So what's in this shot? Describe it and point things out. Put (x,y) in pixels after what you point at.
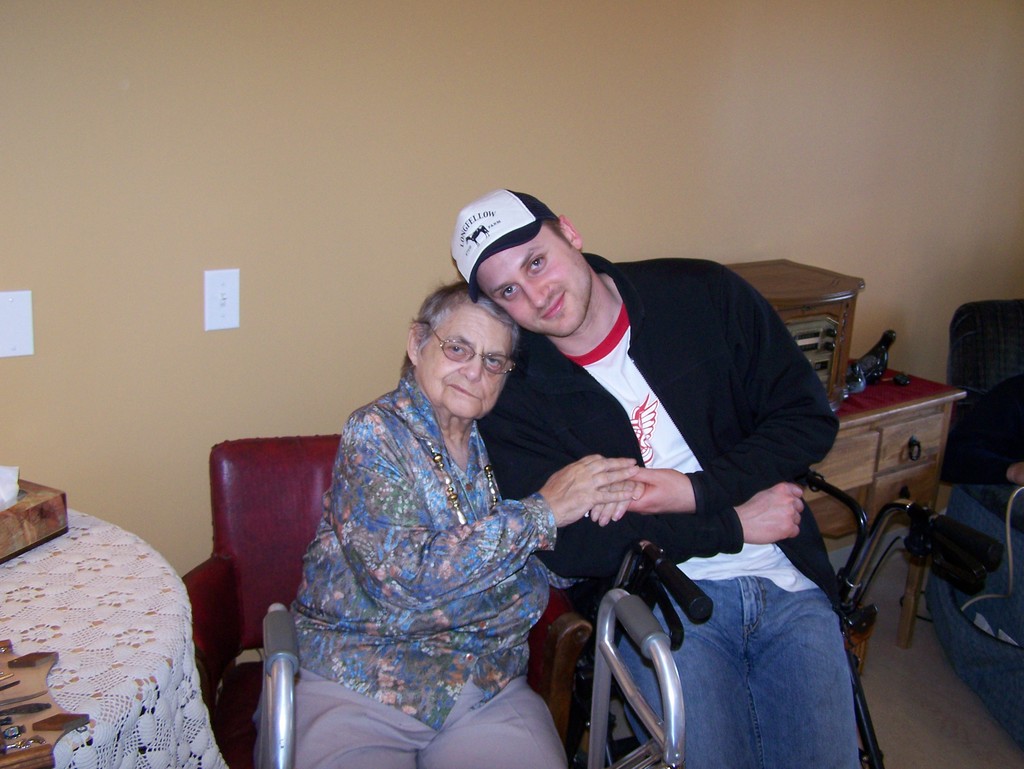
In the picture we can see a man (578,354) and a woman (420,423) sitting on a chairs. A man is wearing a cap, they are sitting near to the table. On the table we can see a tablecloth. In the background (6,102) we can see a wall (732,220), some desks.
